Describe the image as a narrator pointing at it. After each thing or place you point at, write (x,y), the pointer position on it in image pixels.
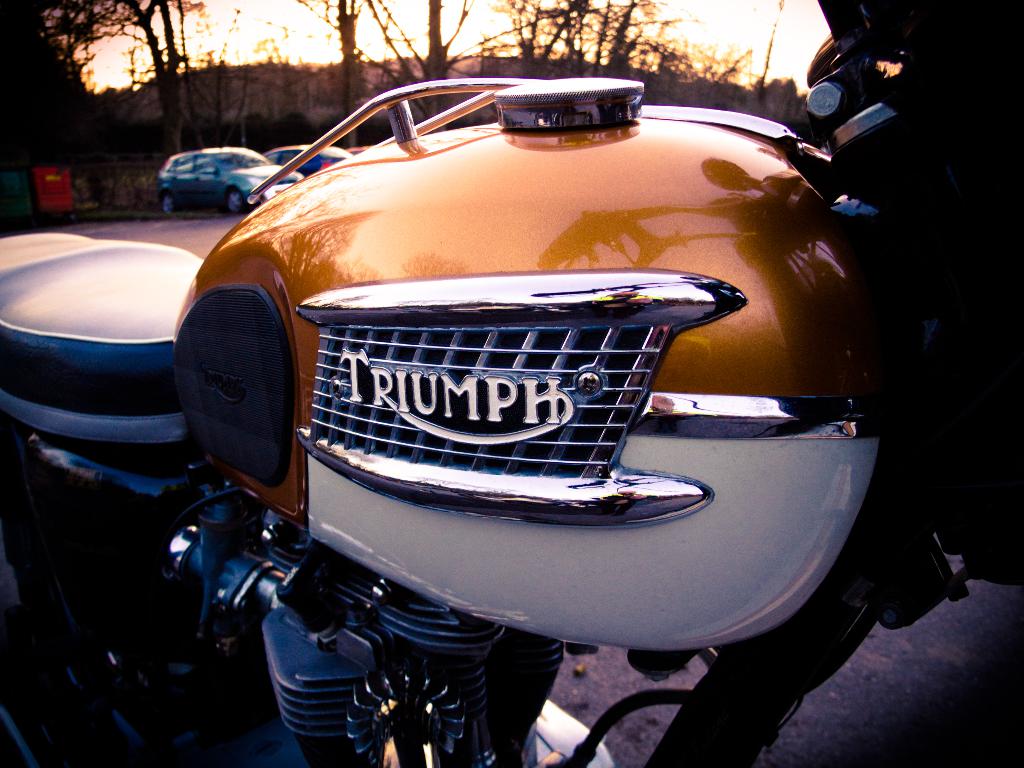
In the foreground of this image (294,331), there is a truncated motor bike (528,318). In the background (270,140), there are two cars (278,153) on the road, trees (624,18) and the sky (723,17).
